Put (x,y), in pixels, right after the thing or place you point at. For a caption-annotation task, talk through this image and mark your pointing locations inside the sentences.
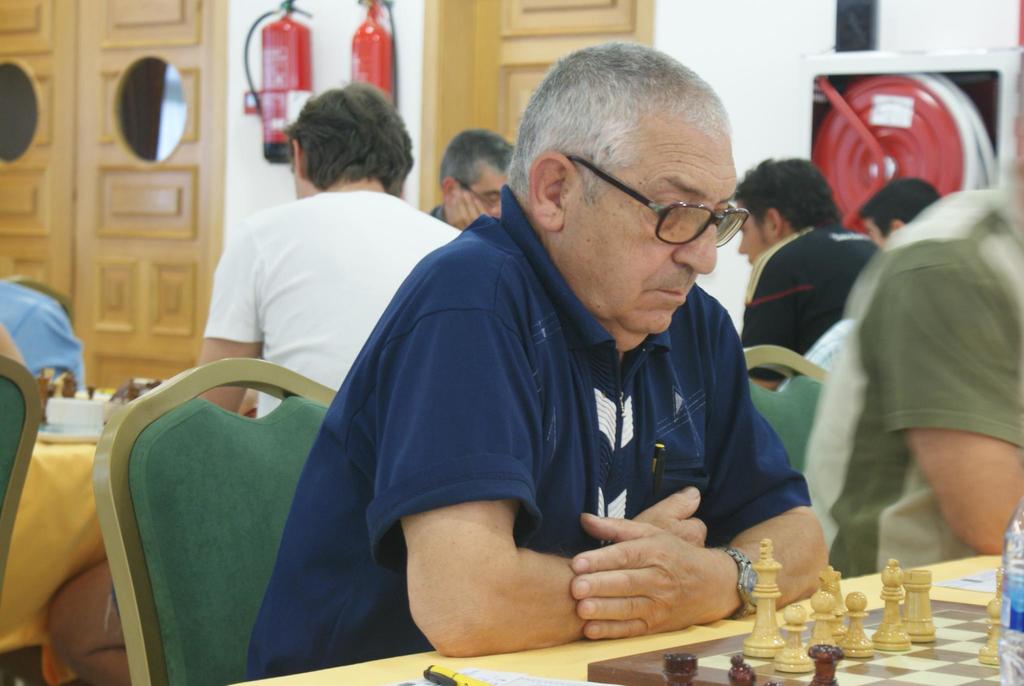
In the image many people (359,394) were playing chess by sitting in front of the tables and the chess boards (700,644) were placed on the tables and in the background (166,284) there are fire extinguishers (372,78) and doors (487,78) beside the wall (326,54).
